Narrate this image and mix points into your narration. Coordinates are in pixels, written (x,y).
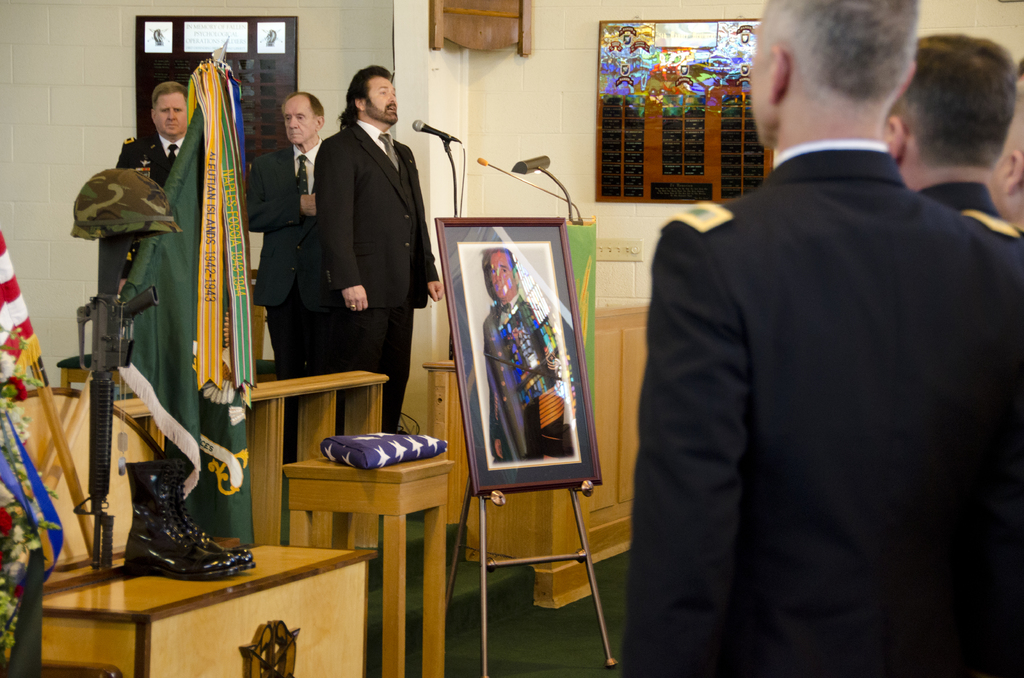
In this image I can see few persons (747,344) standing. I can see a photo frame (530,354). On the left side (103,333) I can see a gun (121,341). There is a shoe (183,575) on the table (235,671).
